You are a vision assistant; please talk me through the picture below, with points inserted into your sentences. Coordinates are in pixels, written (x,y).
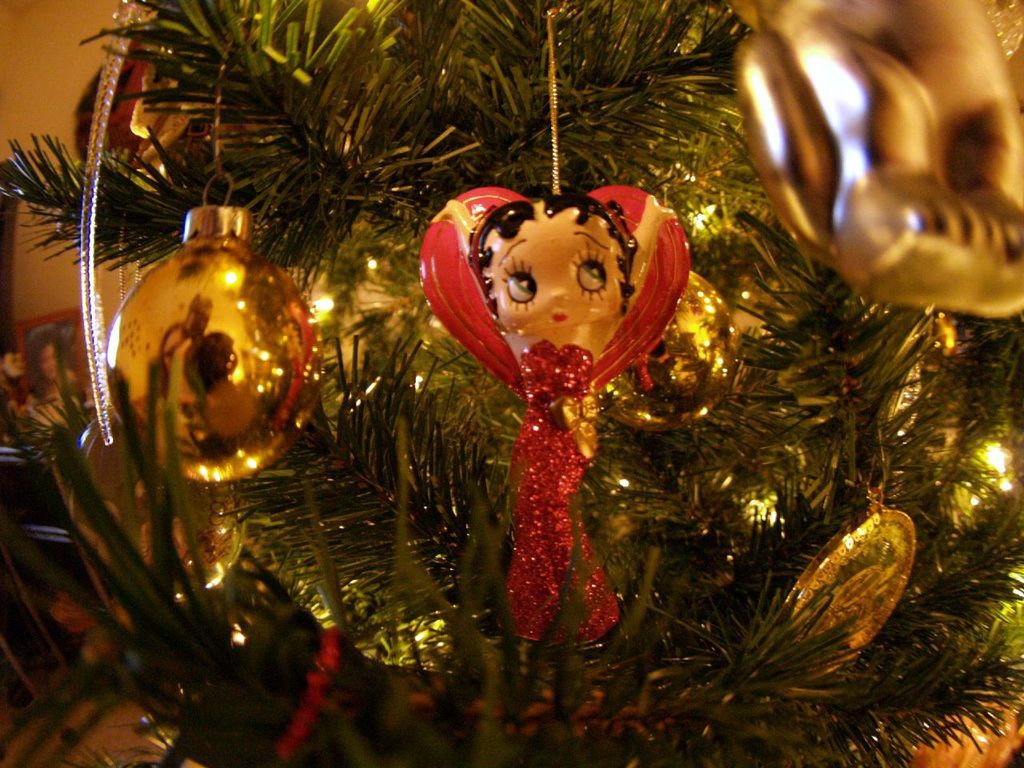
In this picture there is a decorated Christmas tree (441,336) in the center of the image (638,322) with Christmas ornaments (142,66).
